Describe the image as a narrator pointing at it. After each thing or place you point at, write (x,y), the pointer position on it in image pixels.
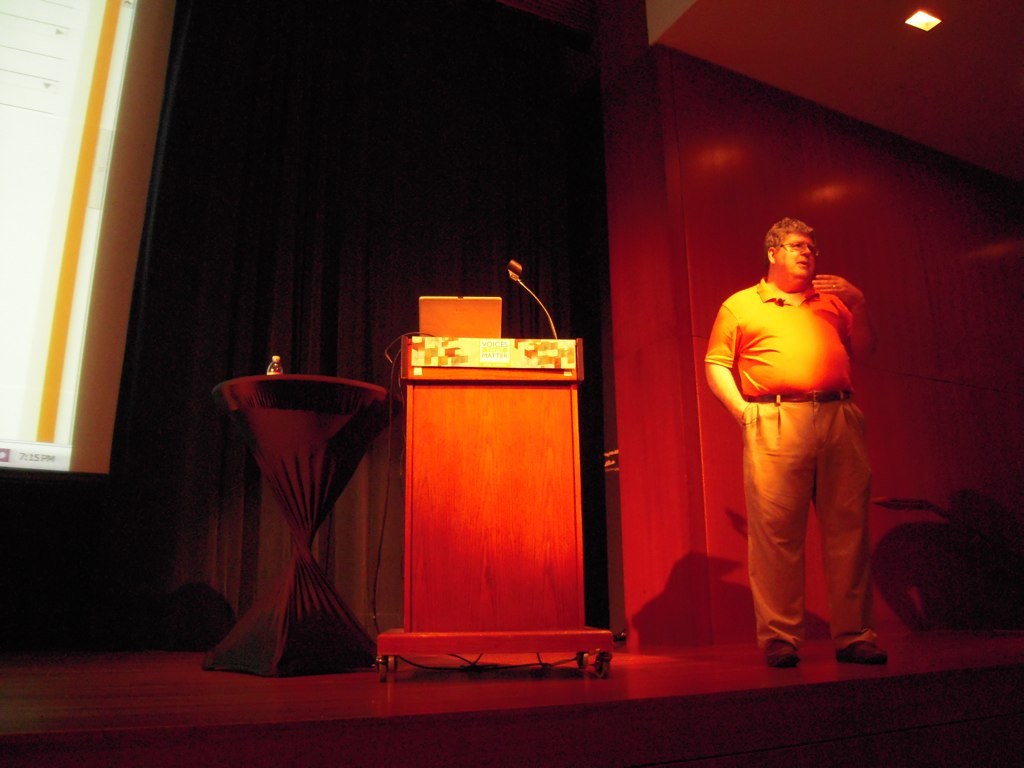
In the picture we can see a man (843,353) standing on the stage (1006,669) and talking and beside him we can see a microphone desk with a microphone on it and beside it, we can see a round table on it, we can see a water bottle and behind it we can see a wall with black color curtains (487,110) and to the ceiling (893,71) we can see a light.
